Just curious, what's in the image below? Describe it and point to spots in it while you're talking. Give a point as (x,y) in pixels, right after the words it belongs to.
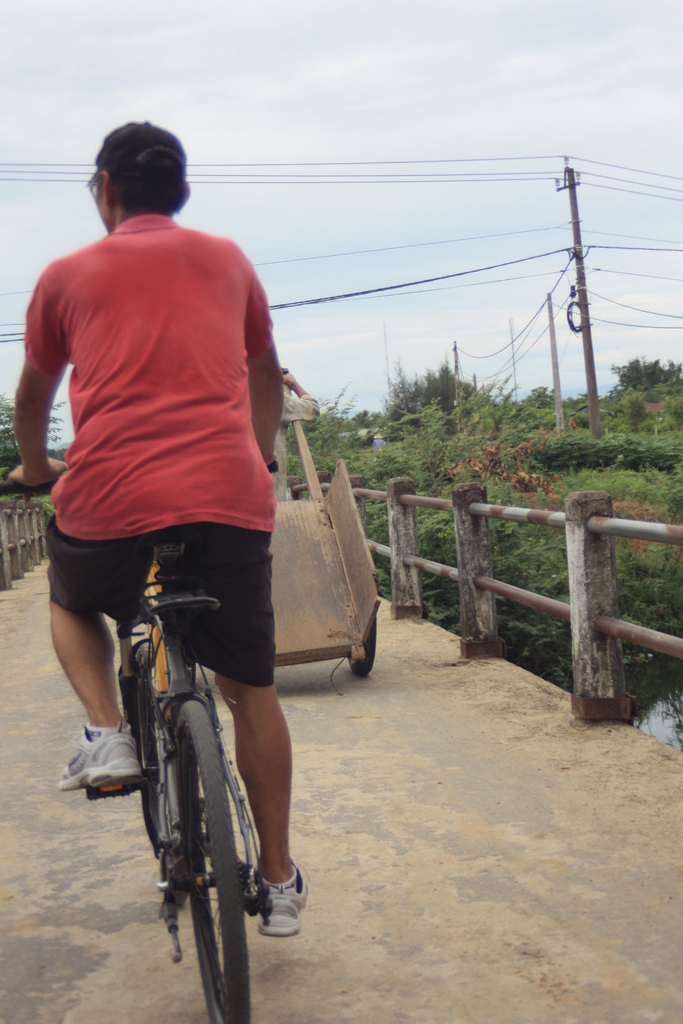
As we can see in the image there is a sky (523,132), current pole (551,355), trees (644,368), bridge (488,563) and a man (208,632) riding bicycle (219,815).
